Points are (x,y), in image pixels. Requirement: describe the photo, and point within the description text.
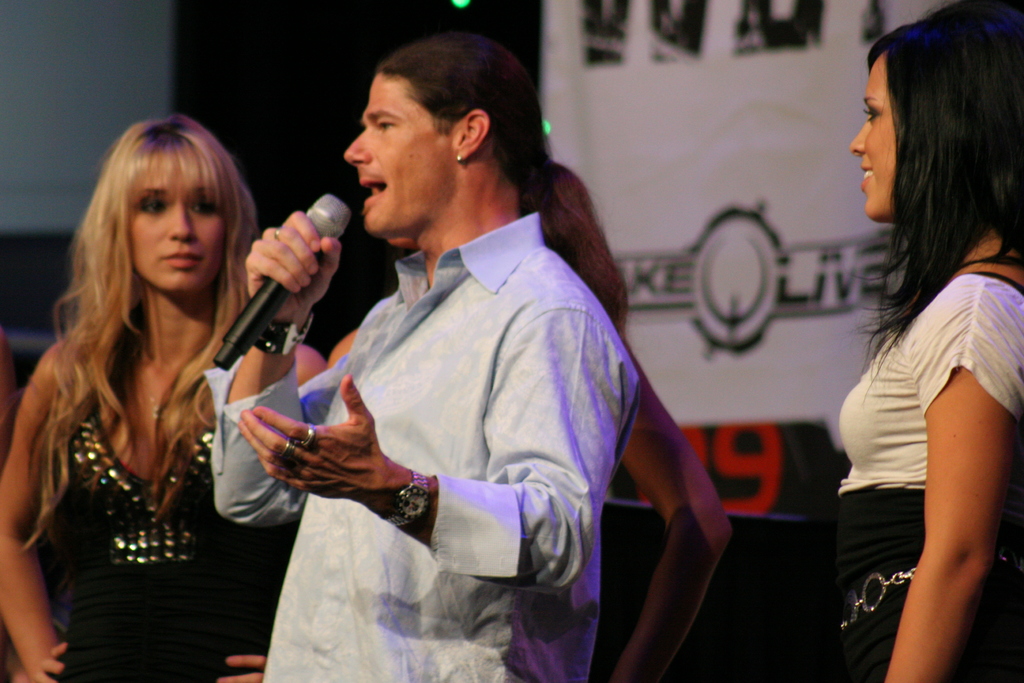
In this image there is a man (283,650) standing and talking in the microphone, a woman (141,607) standing, another woman (904,76) standing and smiling and at the back ground (863,341) there is a banner (923,12).
